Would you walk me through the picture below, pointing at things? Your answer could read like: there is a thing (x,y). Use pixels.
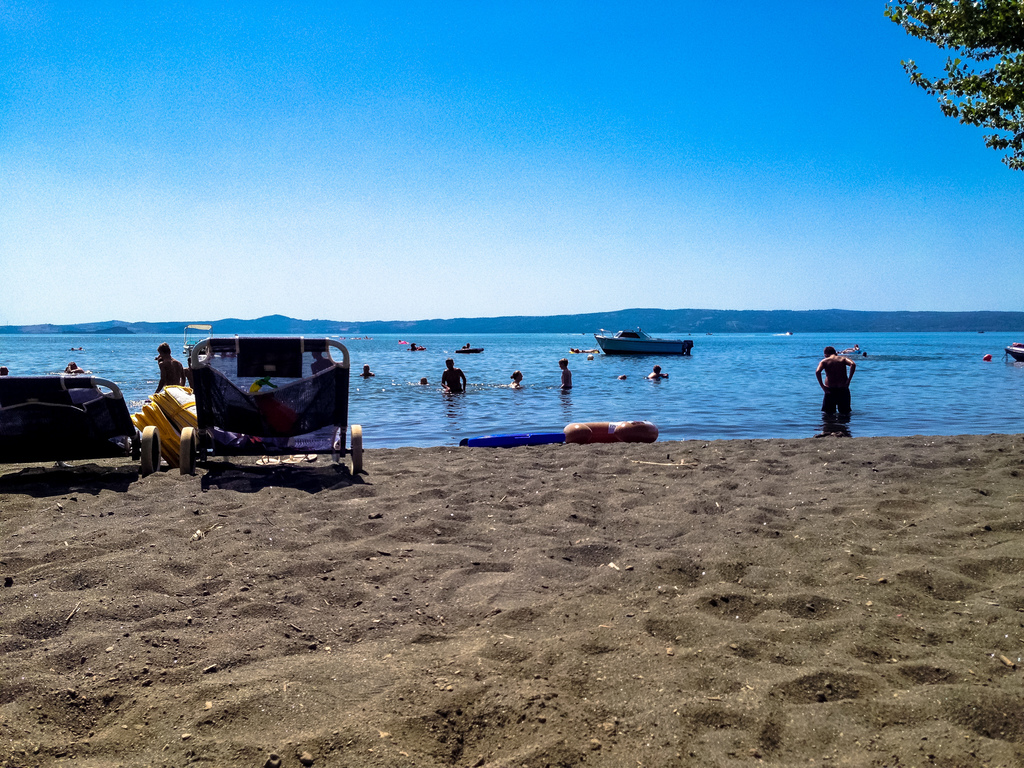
In this image at front (296,419) two beach chairs (238,401) are placed on the surface (455,580) of the soil (649,608). In front of them there is water (674,362) and few people (664,374) were swimming in the water (677,360) and we can see ships (618,343) were in the water (646,356). At the background (879,325) there are mountains (948,319) and at the top (624,168) there is sky (538,145).
